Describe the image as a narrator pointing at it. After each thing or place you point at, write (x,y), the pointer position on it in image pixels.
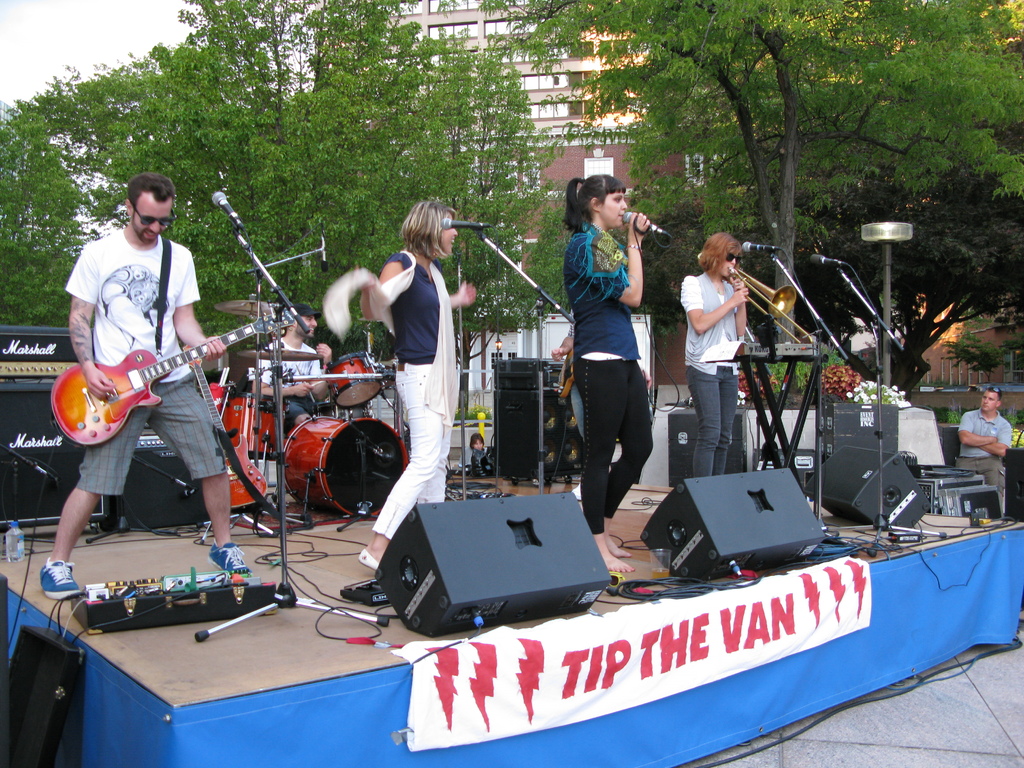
This picture is clicked outside. In the center (393,275) we can see the group of people (444,323) standing and we can see the two persons (694,276) standing and playing the musical instruments (740,272) and we can see a person (613,221) standing, holding a microphone (653,232) and seems to be singing. On the right (982,409) we can see a person (997,416) and in the background (233,56) we can see the sky (17,25), trees (377,116), buildings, musical instruments (298,450), speakers (496,565) and many other objects (216,589) and we can see a person (298,348) seems to be sitting.
